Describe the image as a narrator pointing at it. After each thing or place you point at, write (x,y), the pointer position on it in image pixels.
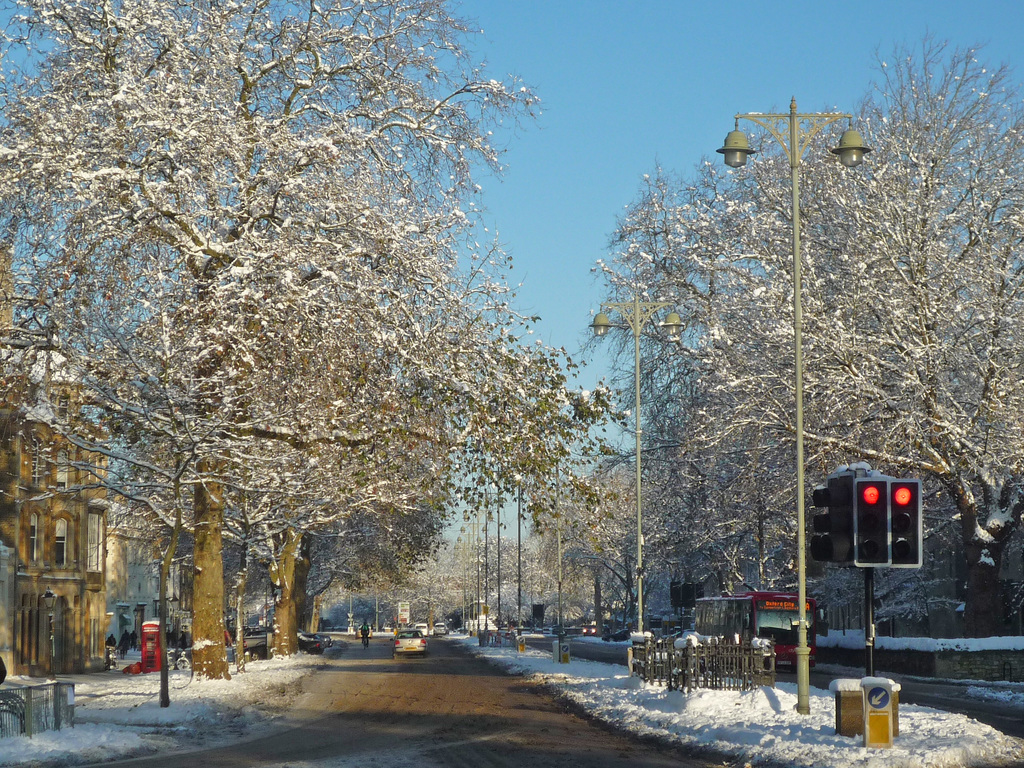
In the middle of the image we can see a car (400,650) and a person (367,634) on bicycle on the road (362,686). In the background (300,258) we can see sky (646,135), trees (400,187), street poles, street lights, traffic pole (869,616), traffic signals (845,533), grill (695,652), bus (774,623), sign board (873,709), telephone booth (157,644) and buildings (141,559).
